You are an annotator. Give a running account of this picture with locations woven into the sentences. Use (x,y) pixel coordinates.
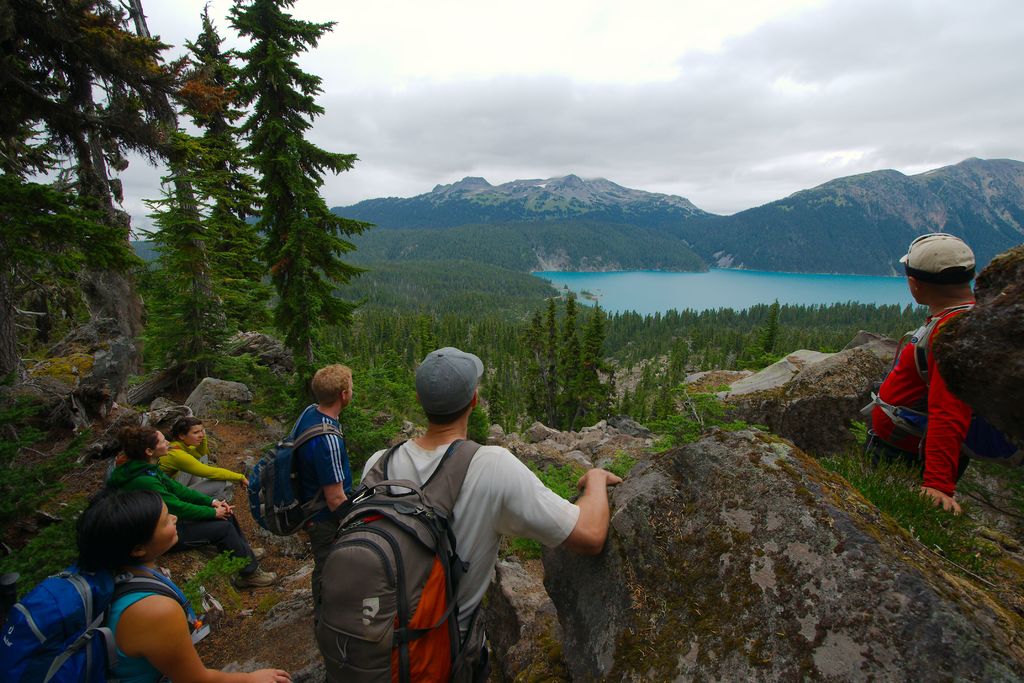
This is the picture of a place (54,466) where we have some people (125,447) wearing backpacks (421,533) on the rocks (277,348) and around there are some trees (403,334), plants (371,366), mountains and a lake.
